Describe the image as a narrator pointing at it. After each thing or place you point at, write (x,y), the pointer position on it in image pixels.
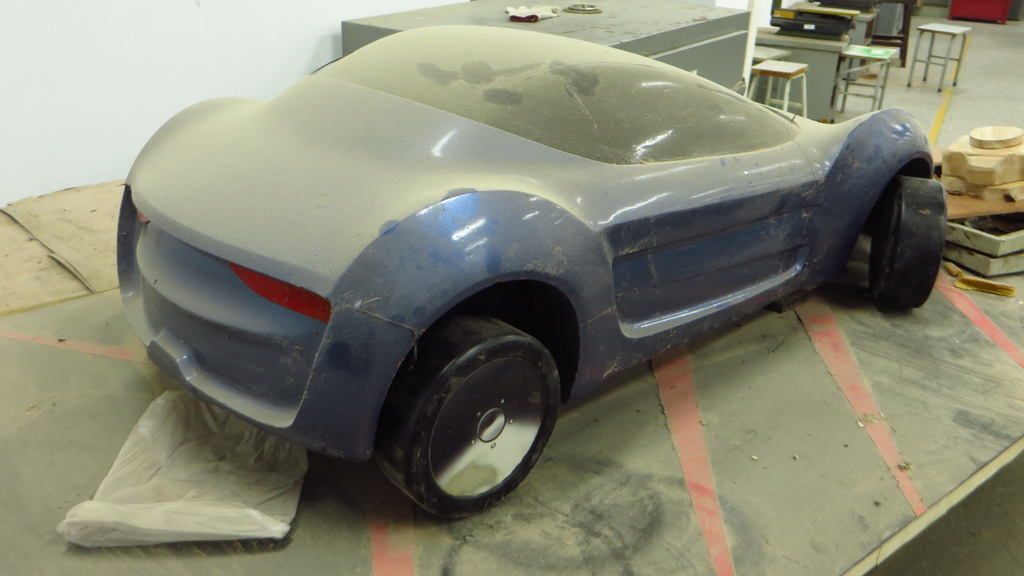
In this image i can see a blue color car (580,257).
